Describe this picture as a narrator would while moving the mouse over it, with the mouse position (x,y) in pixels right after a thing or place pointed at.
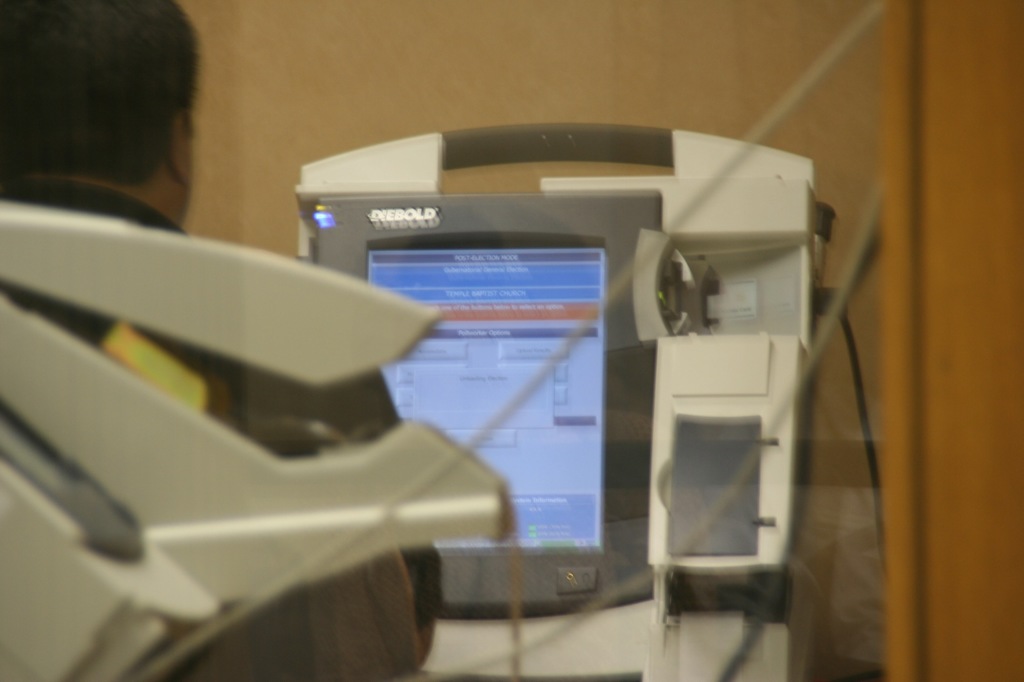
In this picture there is a device (475,391) in the center (555,419). Towards the left (102,315), there is a person (112,169).
